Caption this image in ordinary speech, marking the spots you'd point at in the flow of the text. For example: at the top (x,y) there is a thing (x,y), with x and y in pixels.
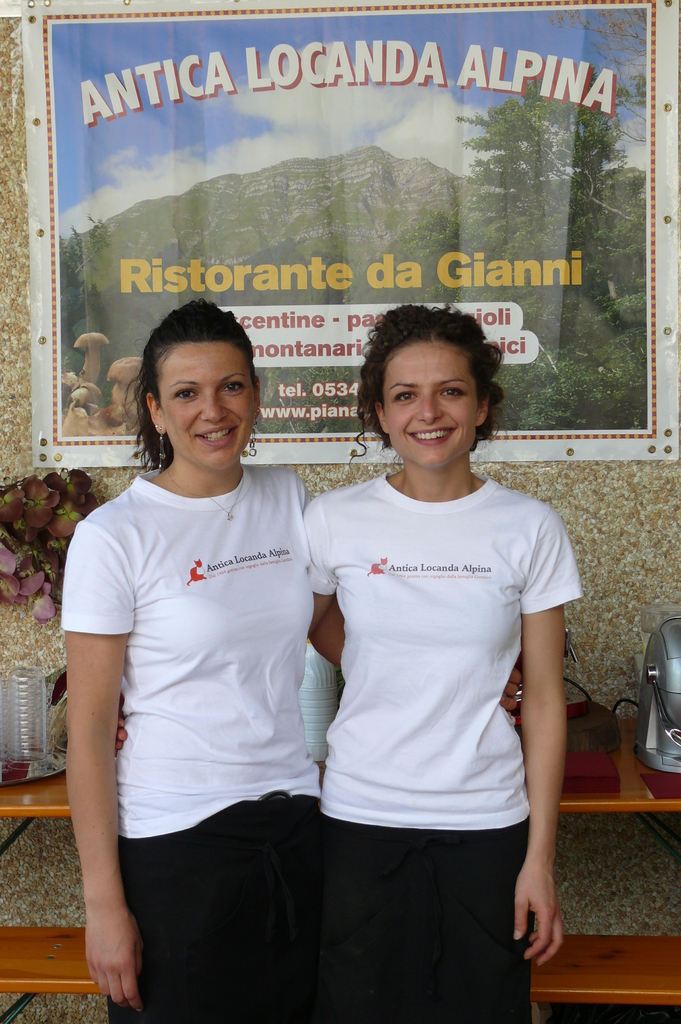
In this picture I can see two women (291,682) are standing and wearing white color t shirts (356,603) and pants (306,979). The women (274,709) are smiling. In the background (279,287) I can see a photo (155,287) on the wall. In the photo (307,152) I can see trees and the sky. I can also see a wooden table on which I can see some other objects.
